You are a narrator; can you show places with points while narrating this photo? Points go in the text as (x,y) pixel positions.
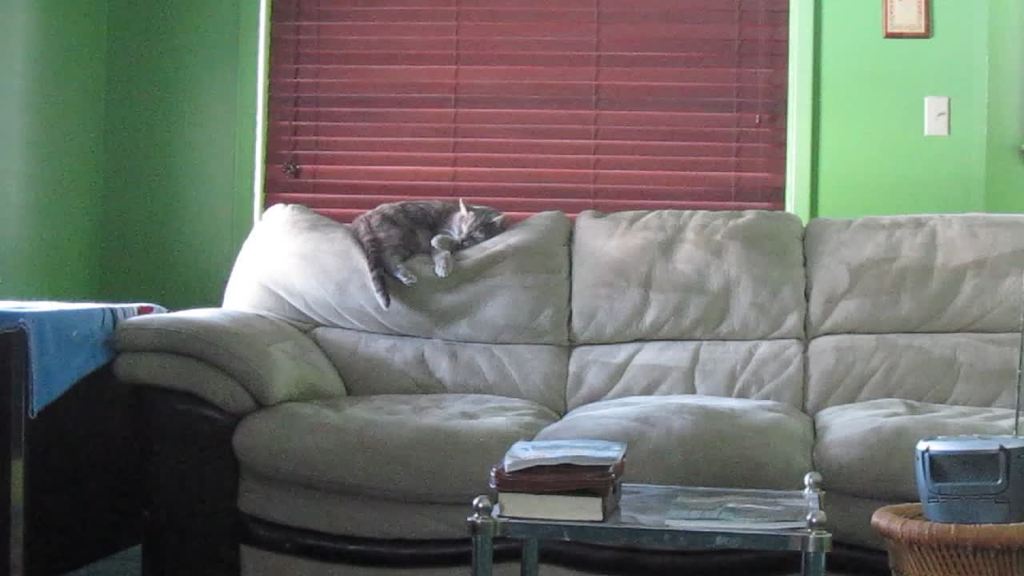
In the image in the center (352,255) we can see the couch (695,349), in front of couch (669,481) we can see table (593,533), on table (613,529) we can see books (565,478). And we can see cat (397,208) lying on couch (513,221). Coming to the background (715,110) we can see the wall (113,63) and few objects (774,72) around cat (417,209).
